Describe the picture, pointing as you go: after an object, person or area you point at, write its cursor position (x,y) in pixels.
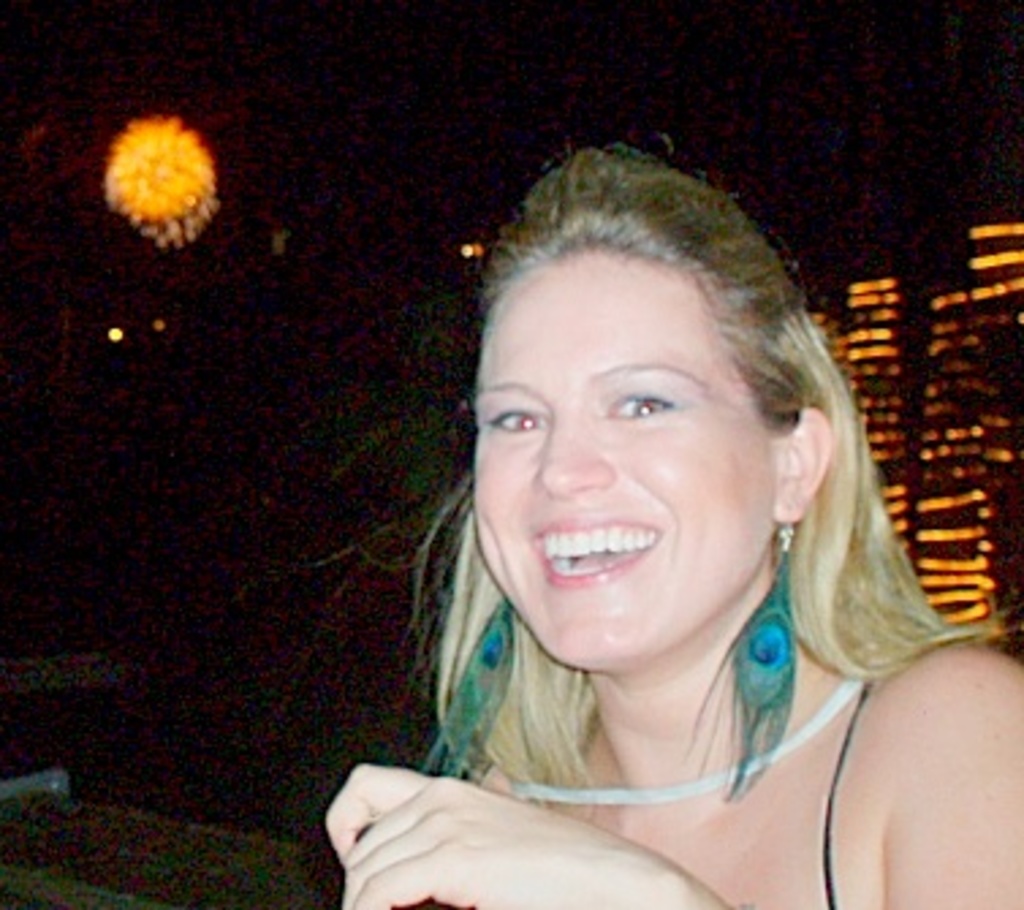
In this image there is one women (623,658) is on the right side of this image (737,743) and there are some lights (875,368) in the background (851,339).
